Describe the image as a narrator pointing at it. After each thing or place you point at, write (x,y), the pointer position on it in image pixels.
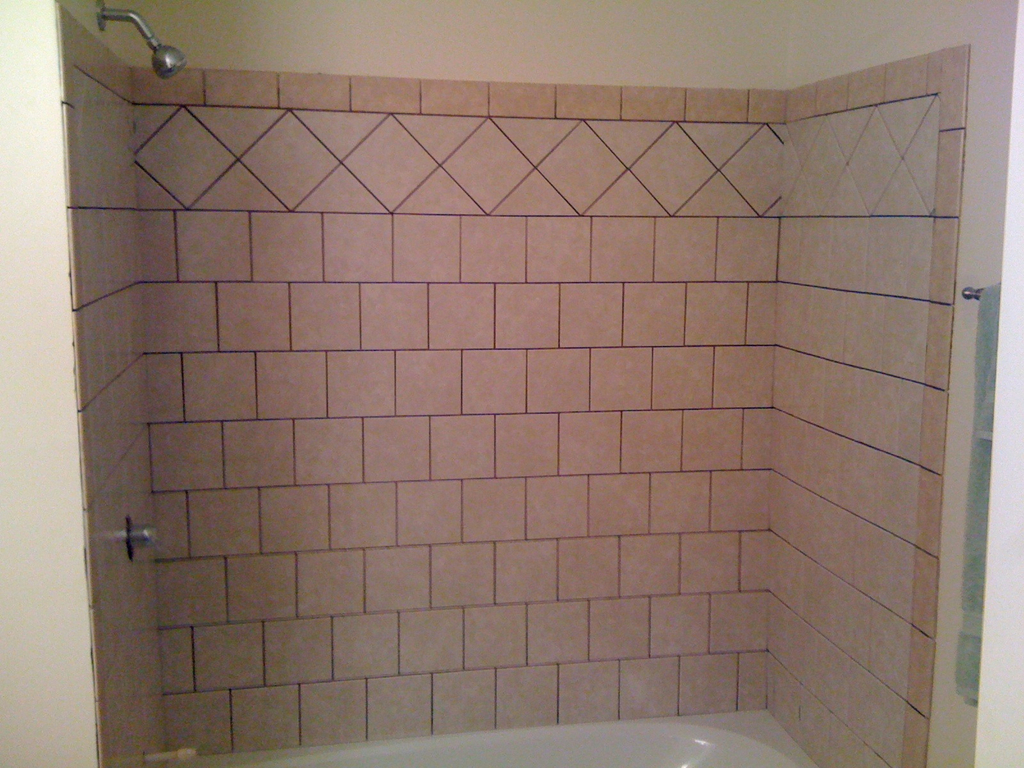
There is a tiled wall (574,399). On the left side (146,30) there is a shower (174,50) and a tap (130,526) on the wall (92,487). At the bottom (496,751) there is a bathtub (627,737). There is a towel (981,385) with hanger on the right side (972,297).
